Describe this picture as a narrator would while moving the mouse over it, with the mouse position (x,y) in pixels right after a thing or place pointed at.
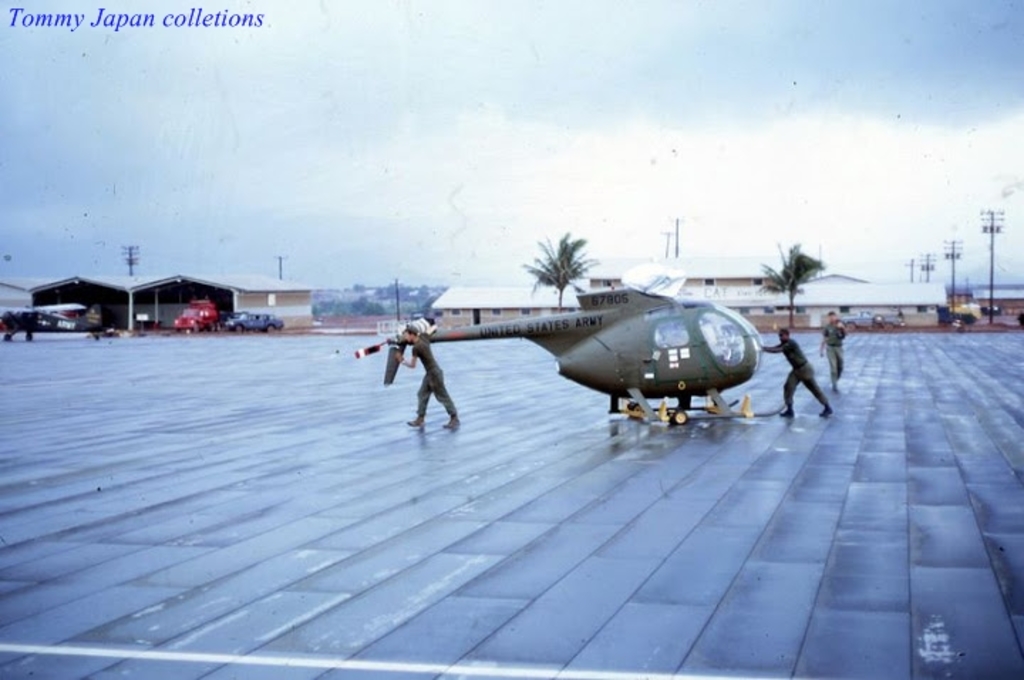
In this image we can see persons (783,336) standing on the floor (599,445) and pulling a helicopter (579,349). In the background (240,314) there are motor vehicles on the floor (194,338), electric poles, trees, buildings (852,308) and sky (816,149) with clouds (324,146).
